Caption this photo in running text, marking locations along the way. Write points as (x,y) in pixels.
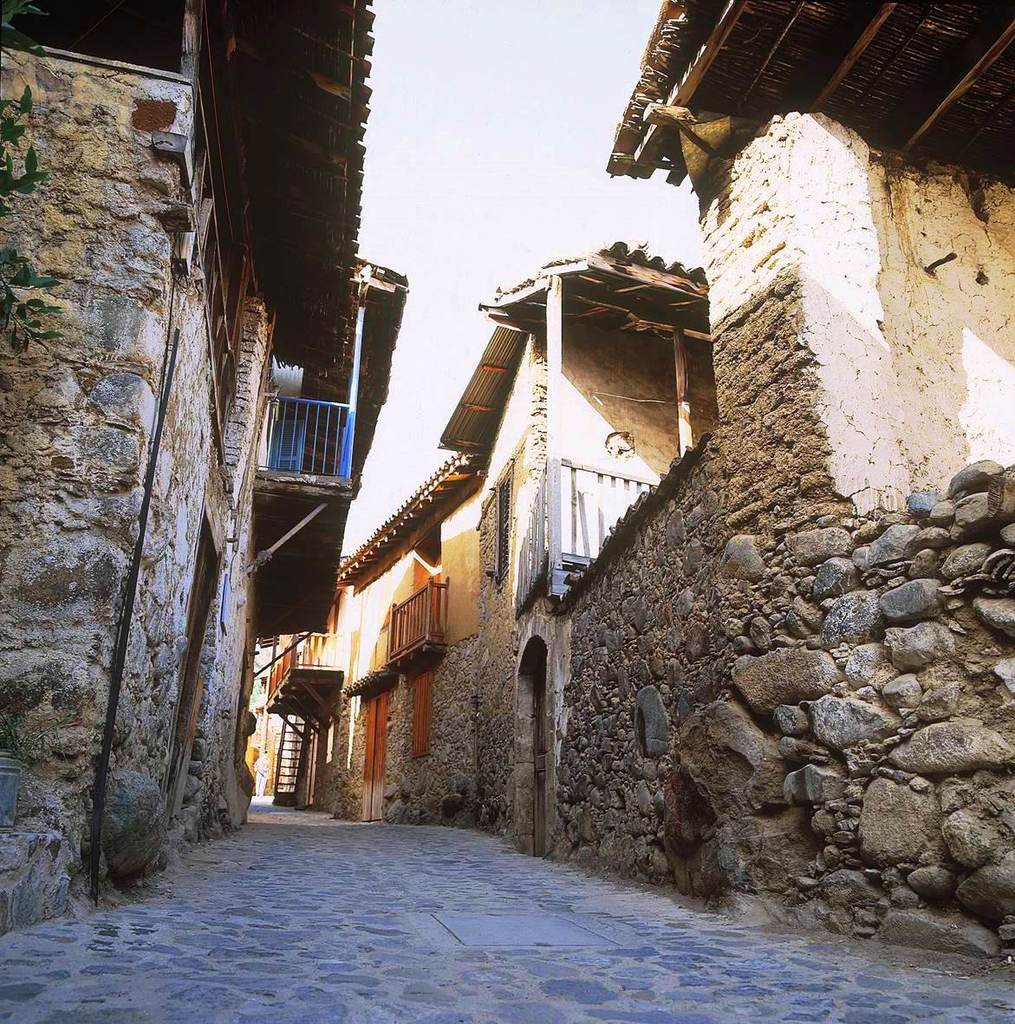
This picture shows few houses (594,517) and we see a bright Sky (480,204).
